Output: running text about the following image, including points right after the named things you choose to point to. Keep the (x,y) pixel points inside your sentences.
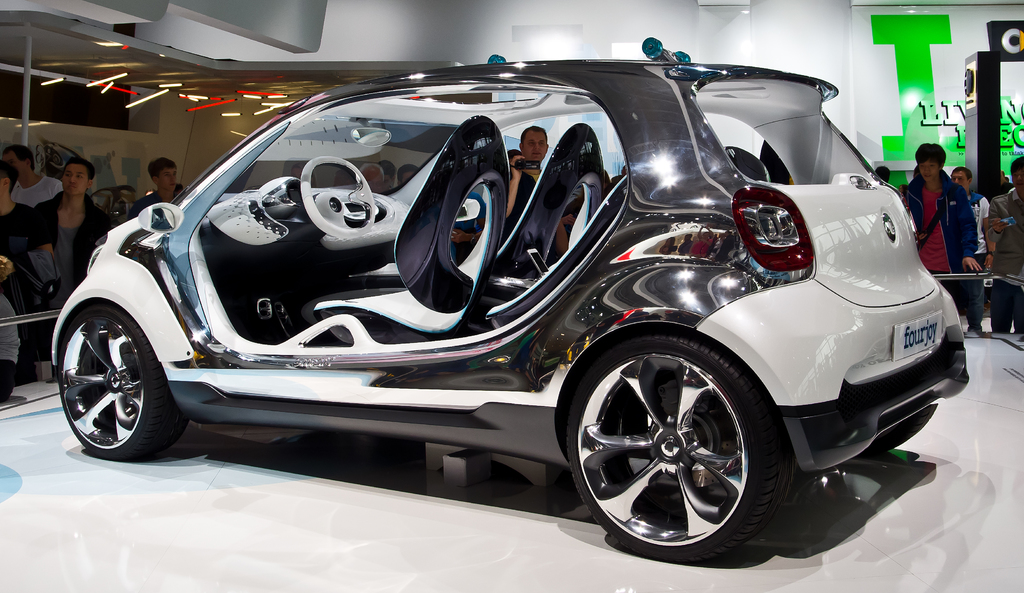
There is a car (573,309) which is white in color and there are few people (63,190) standing around it.
